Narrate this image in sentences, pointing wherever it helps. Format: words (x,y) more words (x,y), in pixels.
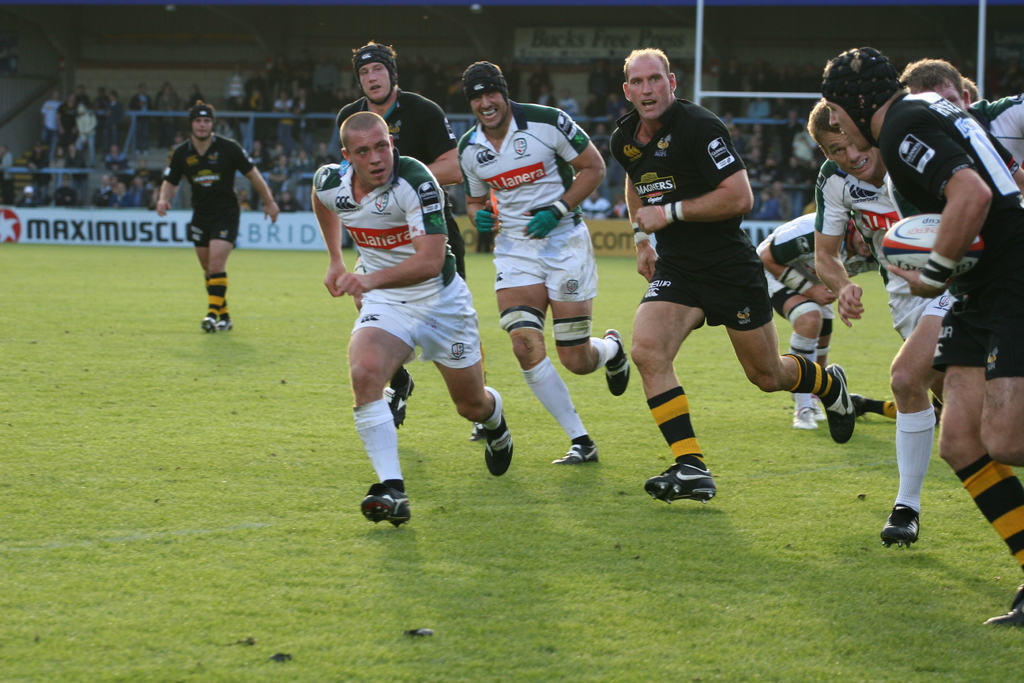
The image is taken from a rugby match. In the foreground of the picture (439,467) there are people (995,469) running and there is grass (234,436). In the background (729,82) there is stand (732,90) and audience (275,134). It is sunny.
